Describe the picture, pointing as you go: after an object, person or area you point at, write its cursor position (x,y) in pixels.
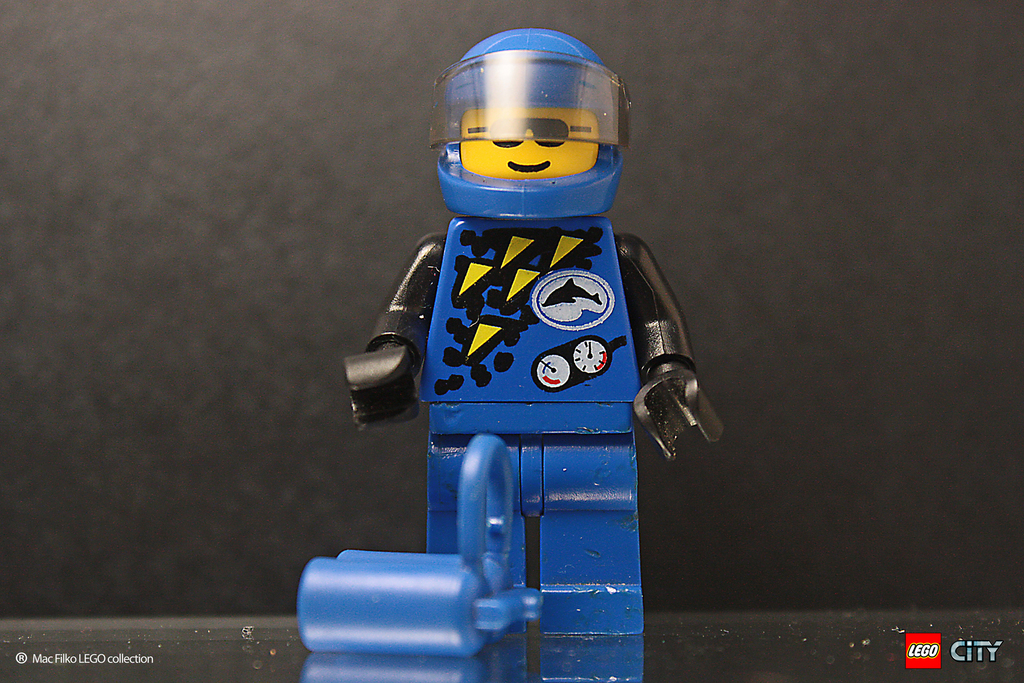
In this image there is a diver toy (537,335) in the middle of this image (399,423) and there is a wall (860,446) in the background (873,474). There is some logo (934,644) in the bottom right corner of this image (949,650).
